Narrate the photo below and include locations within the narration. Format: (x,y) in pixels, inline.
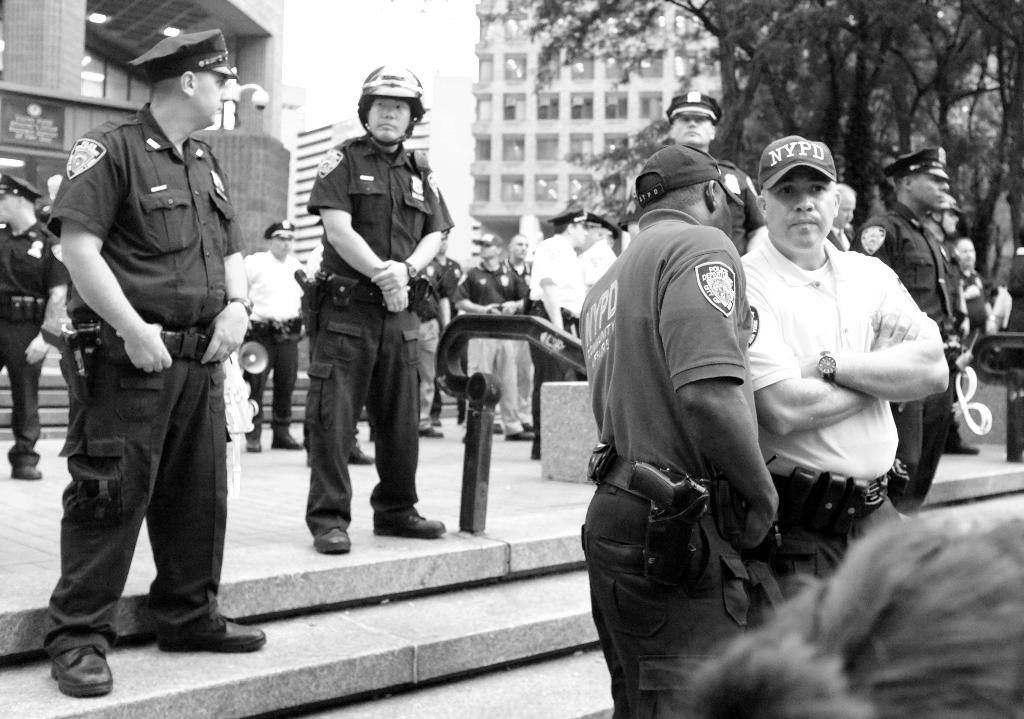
This is a black and white image. In this image we can see people (397,400) standing on the floor (582,583), buildings (656,85), street poles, trees (820,48) and sky (362,54).
